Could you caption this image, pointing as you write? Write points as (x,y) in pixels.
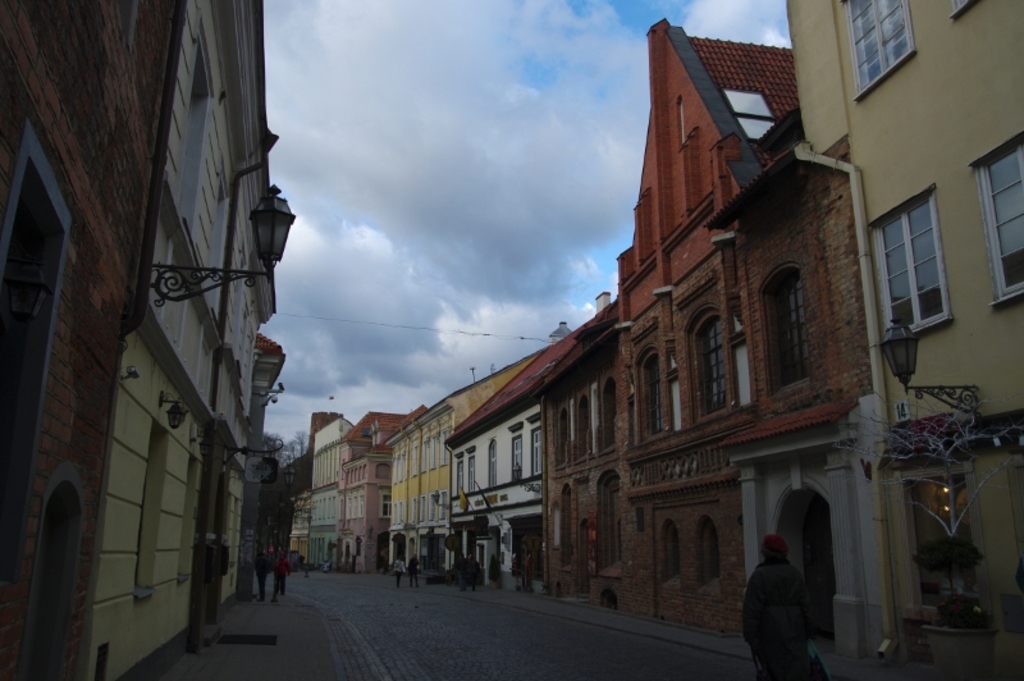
This image consists of many buildings (506,404) along with windows (703,335). At the bottom (471,629), there is a road (501,623). And we can see few people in this image. At the top (490,173), there are clouds (449,199) in the sky (586,163).
